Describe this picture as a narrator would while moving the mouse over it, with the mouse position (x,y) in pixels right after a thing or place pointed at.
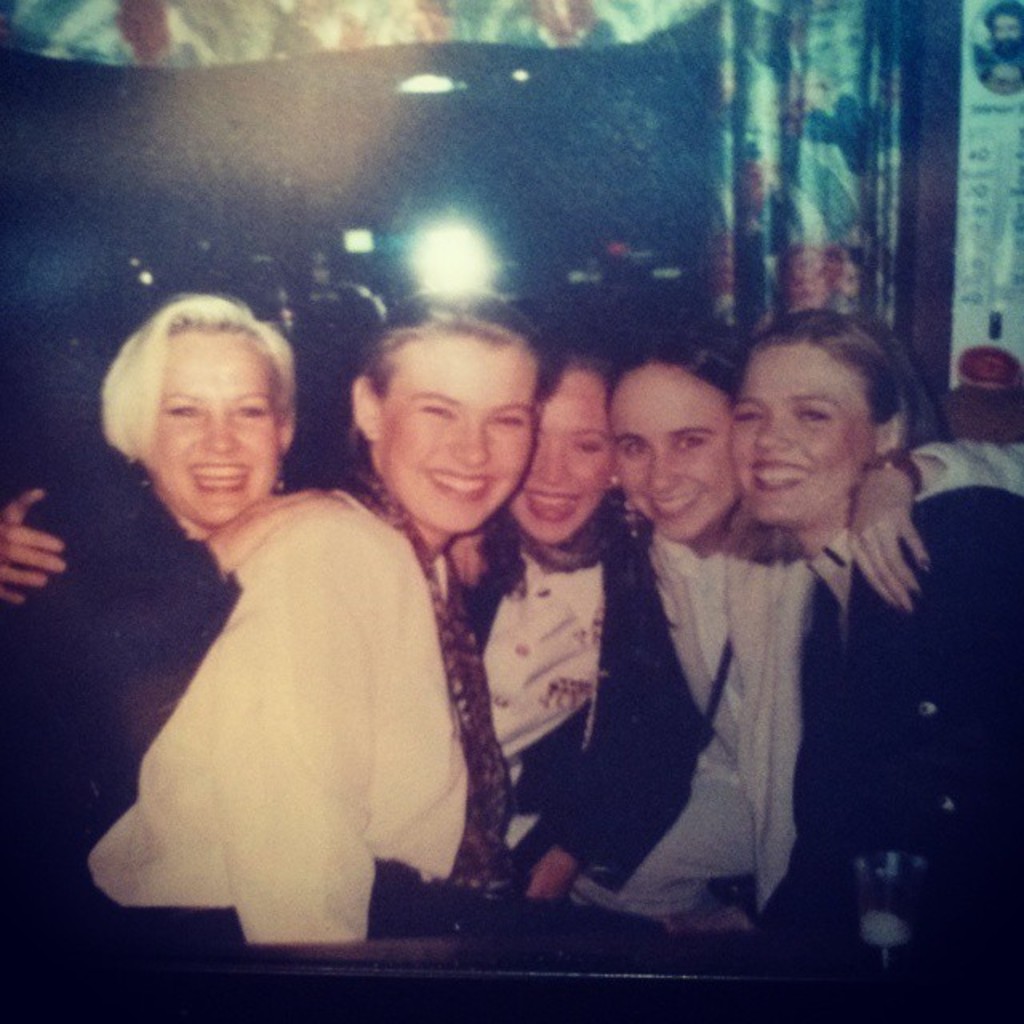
In the image there are five ladies (635,450). They are smiling. Behind them there is a black background (459,53) with a light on it. And also there is a curtain (431,5) behind the ladies (290,677). To the right top corner of the image (973,135) there is a white poster (985,175).
